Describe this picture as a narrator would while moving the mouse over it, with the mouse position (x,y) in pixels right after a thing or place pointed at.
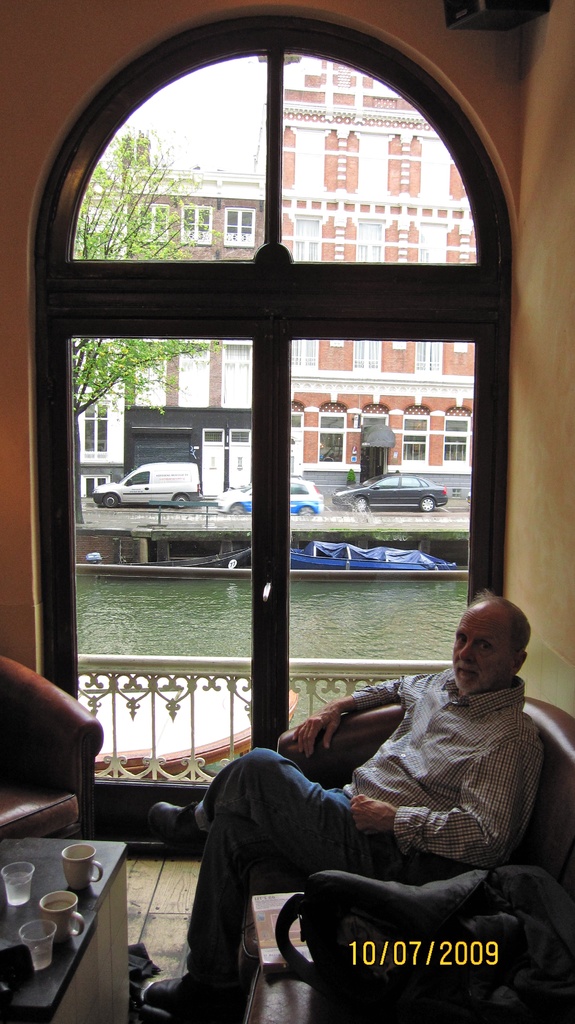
In this picture we can see a man (359,807) sitting on the Sofa (363,754) in front of the table (43,858) on which there are two cups (70,865) and glasses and beside him there is a window (265,592).
